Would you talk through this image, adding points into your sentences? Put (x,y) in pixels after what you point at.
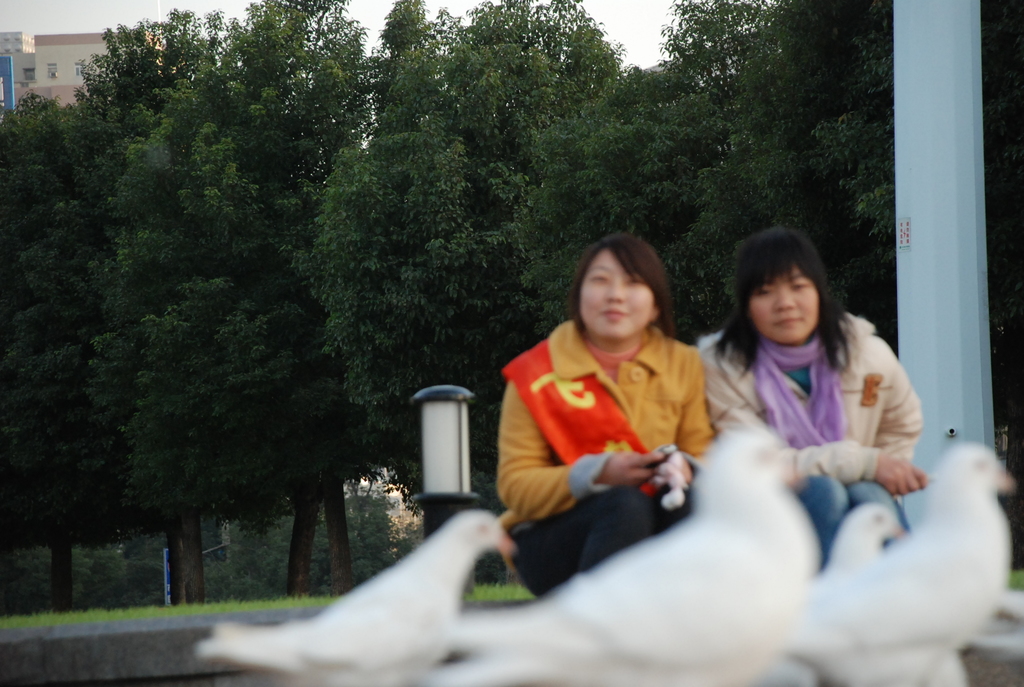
In the foreground of the image (686,537) there are pigeons (566,597). There are two ladies (625,316) sitting. In the background of the image (441,378) there are trees (355,349). There is a building (99,45). There is a light pole (426,468).
